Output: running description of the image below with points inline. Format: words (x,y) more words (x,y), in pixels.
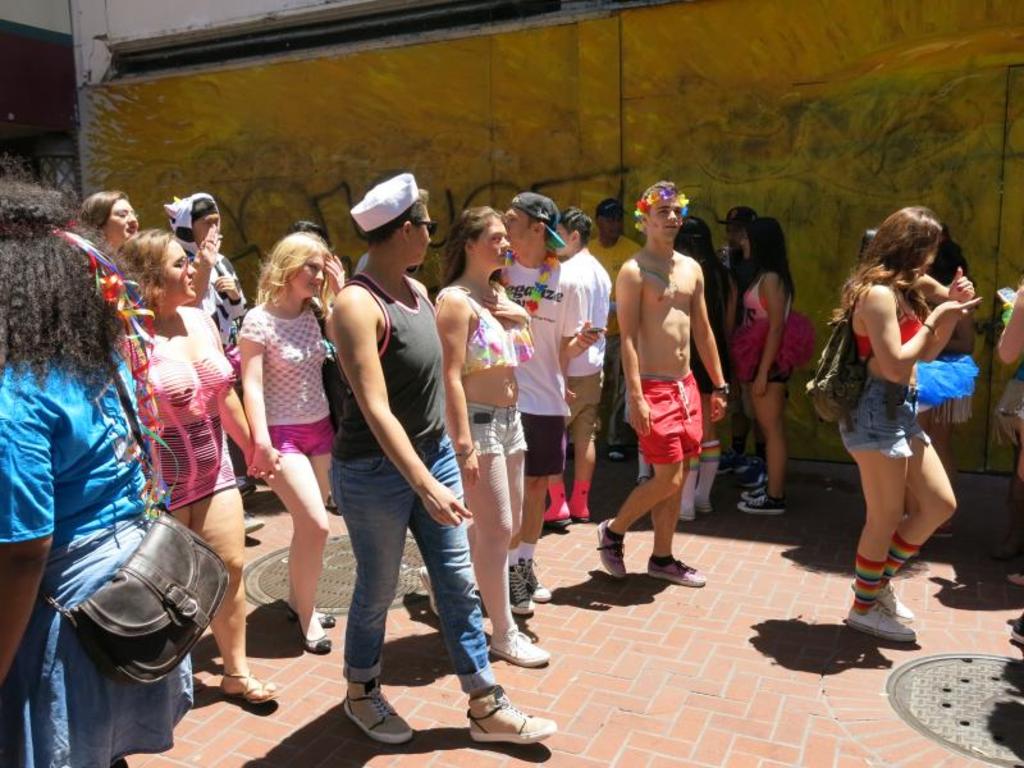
In this image, we can see persons (698,354) wearing clothes (50,406). There are manholes (929,669) on the ground (776,689). In the background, we can see a wall (919,168).
